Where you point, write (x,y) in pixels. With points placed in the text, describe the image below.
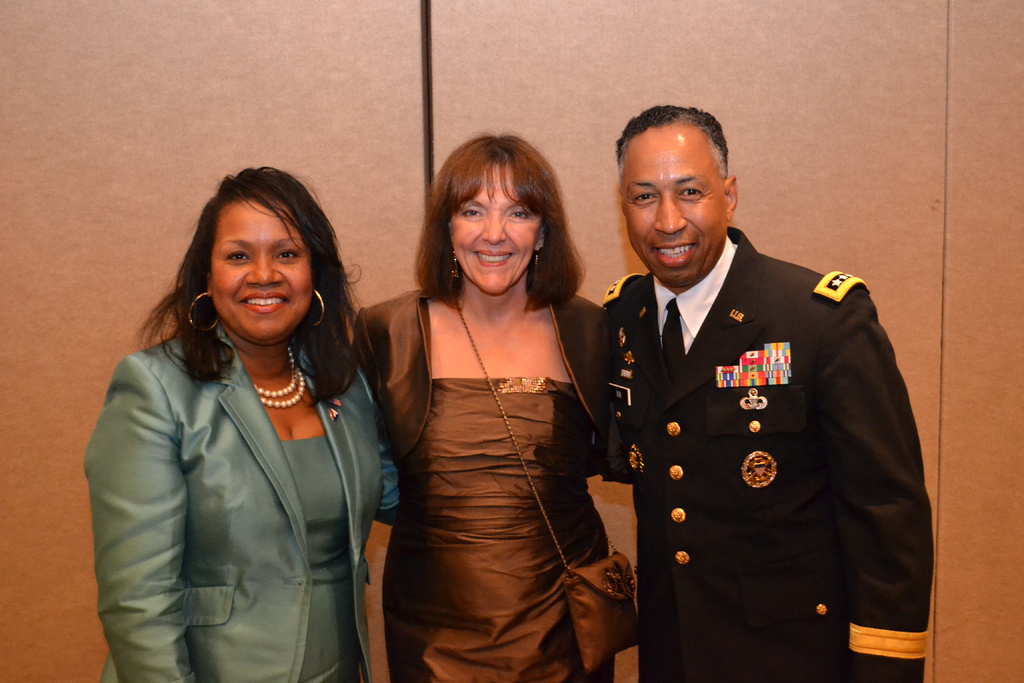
In this image there are three people (366,354) standing and smiling. In the background (558,159) there is a wall (571,79).
